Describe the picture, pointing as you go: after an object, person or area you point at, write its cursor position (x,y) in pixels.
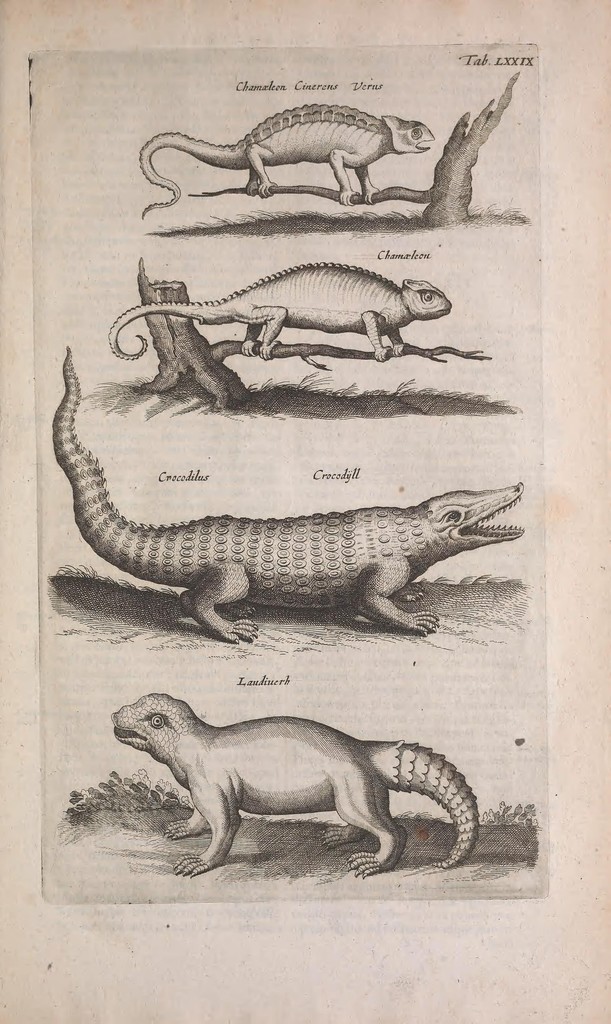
As we can see in the image there is a paper (256,389). On paper (364,955) there is drawing (343,843) of few animals (310,520).
